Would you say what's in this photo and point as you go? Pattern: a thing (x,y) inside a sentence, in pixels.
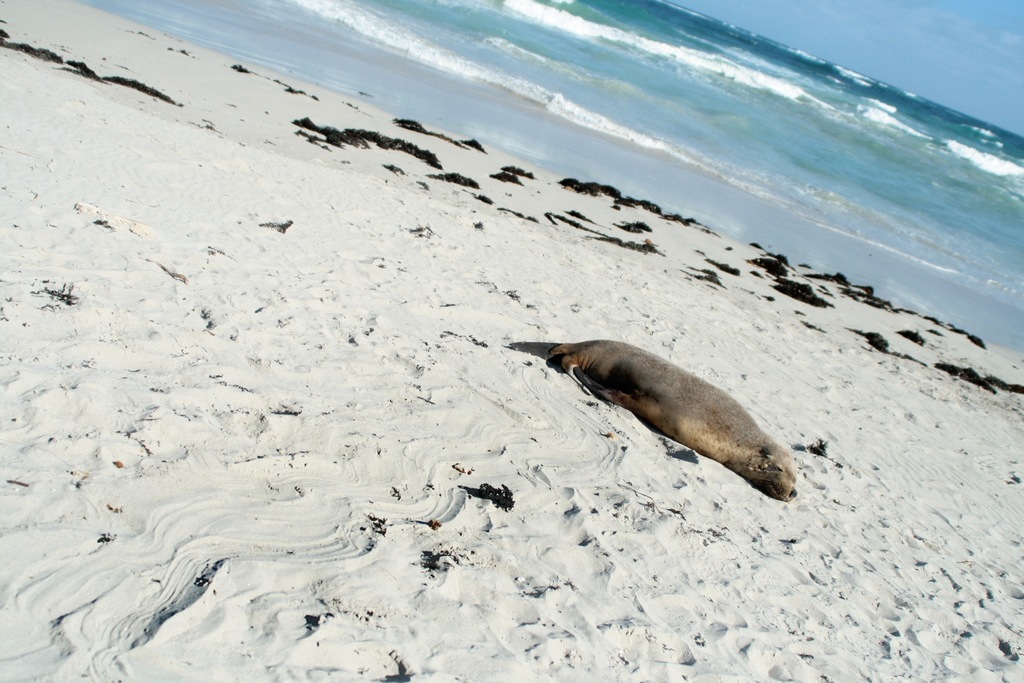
In this image we can see an animal (701,448) lying on the sand (477,533), we can see the sea (667,98) and the sky (934,51) with clouds (971,25).
